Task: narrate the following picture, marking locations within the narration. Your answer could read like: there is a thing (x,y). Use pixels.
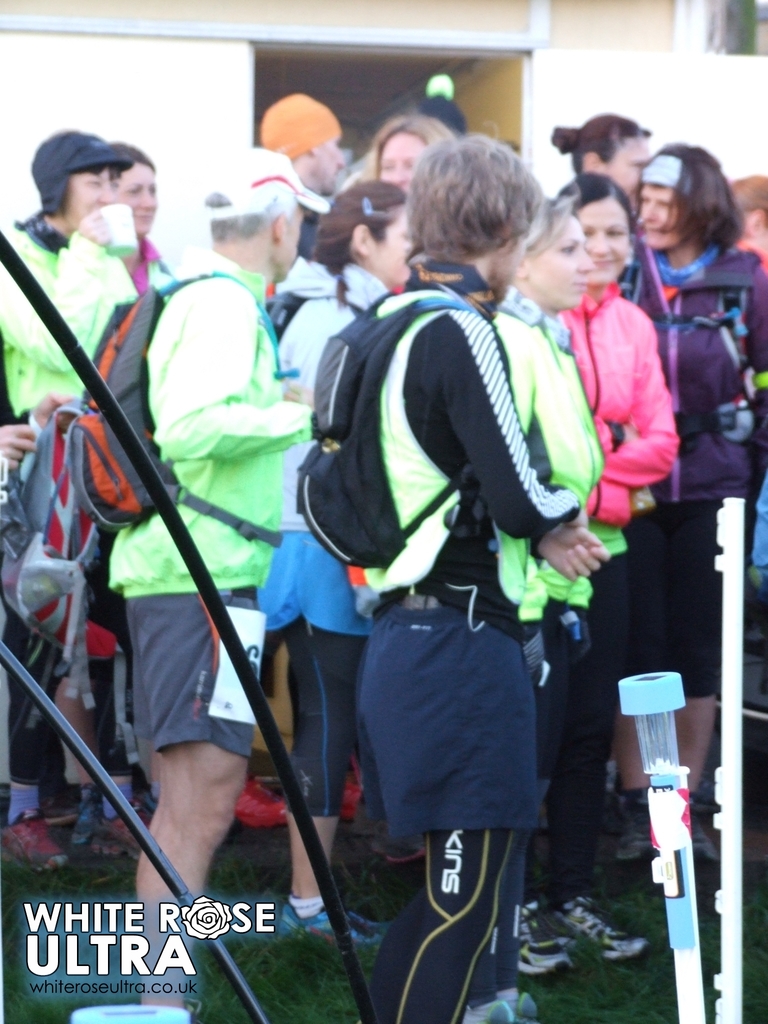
In this image we can see people (258,487). At the bottom (277,964) there is grass (284,957). There are tubes (724,603). In the background (363,52) there is a building (404,70).
